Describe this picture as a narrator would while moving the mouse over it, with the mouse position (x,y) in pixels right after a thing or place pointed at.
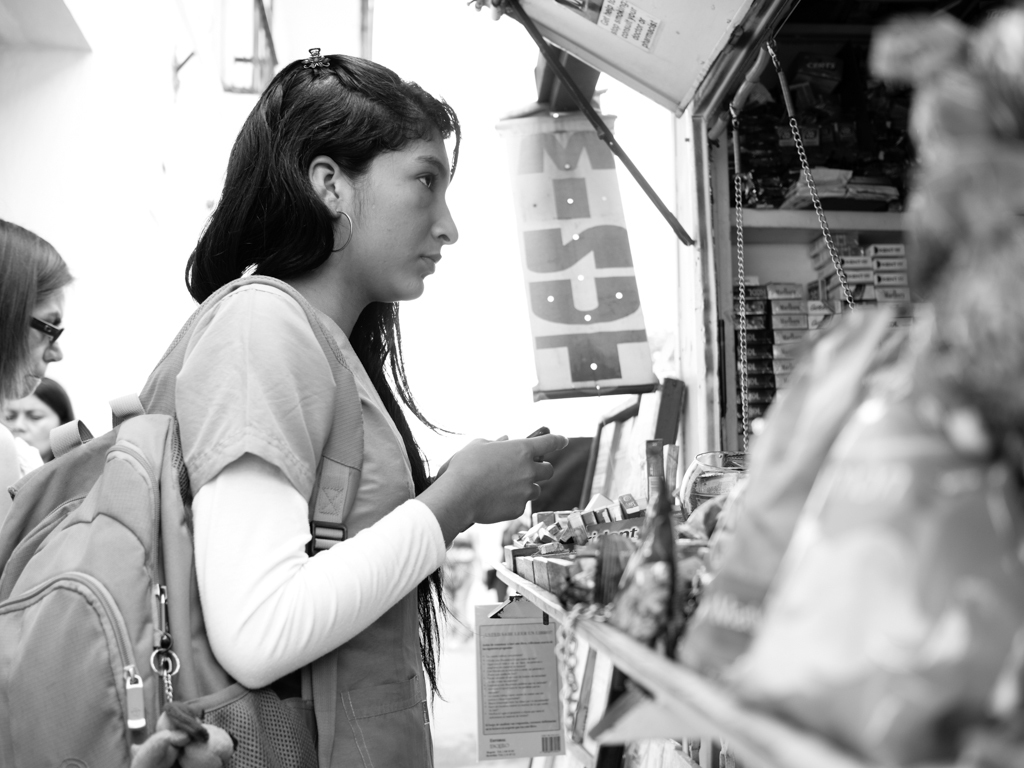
In this image I can see a person (198,300) is standing and wearing a bag (183,494). Back I can see few people (57,406). In front (1001,205) I can see a banners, store (774,321) and few objects (792,303) inside. The image is in black and white.
